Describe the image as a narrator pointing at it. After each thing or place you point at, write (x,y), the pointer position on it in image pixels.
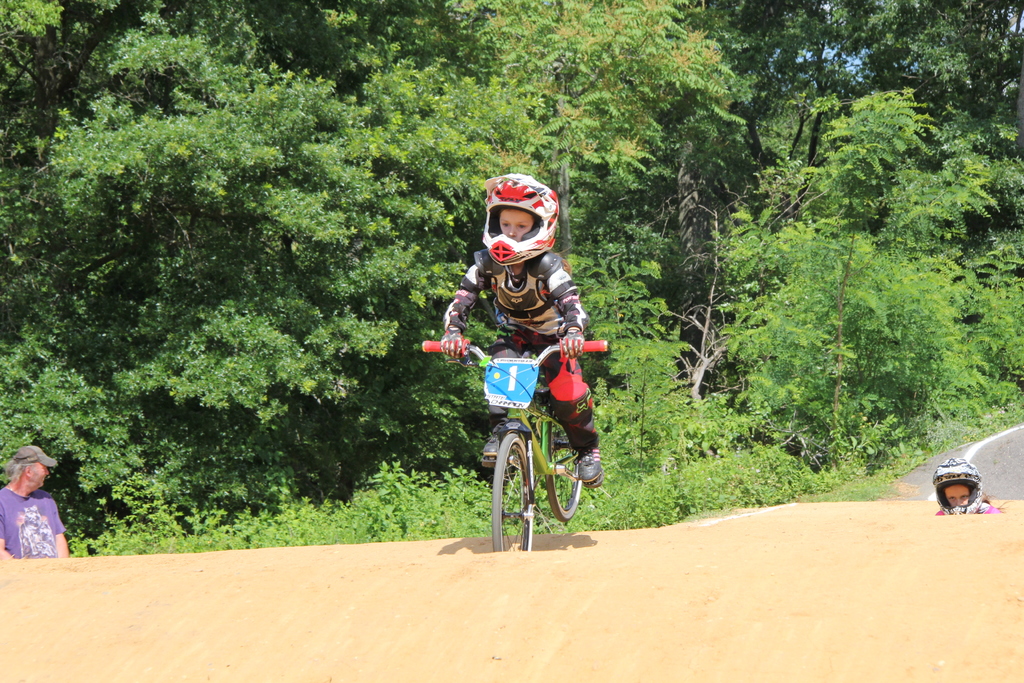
Here we can see riding a bicycle (497,516) in the Center (496,297) wearing the helmet (488,236) and in the right side (979,498) we can see another kid (972,486), and on the left side (17,466) we can see a person (44,454) standing and behind them there are trees (409,260).
